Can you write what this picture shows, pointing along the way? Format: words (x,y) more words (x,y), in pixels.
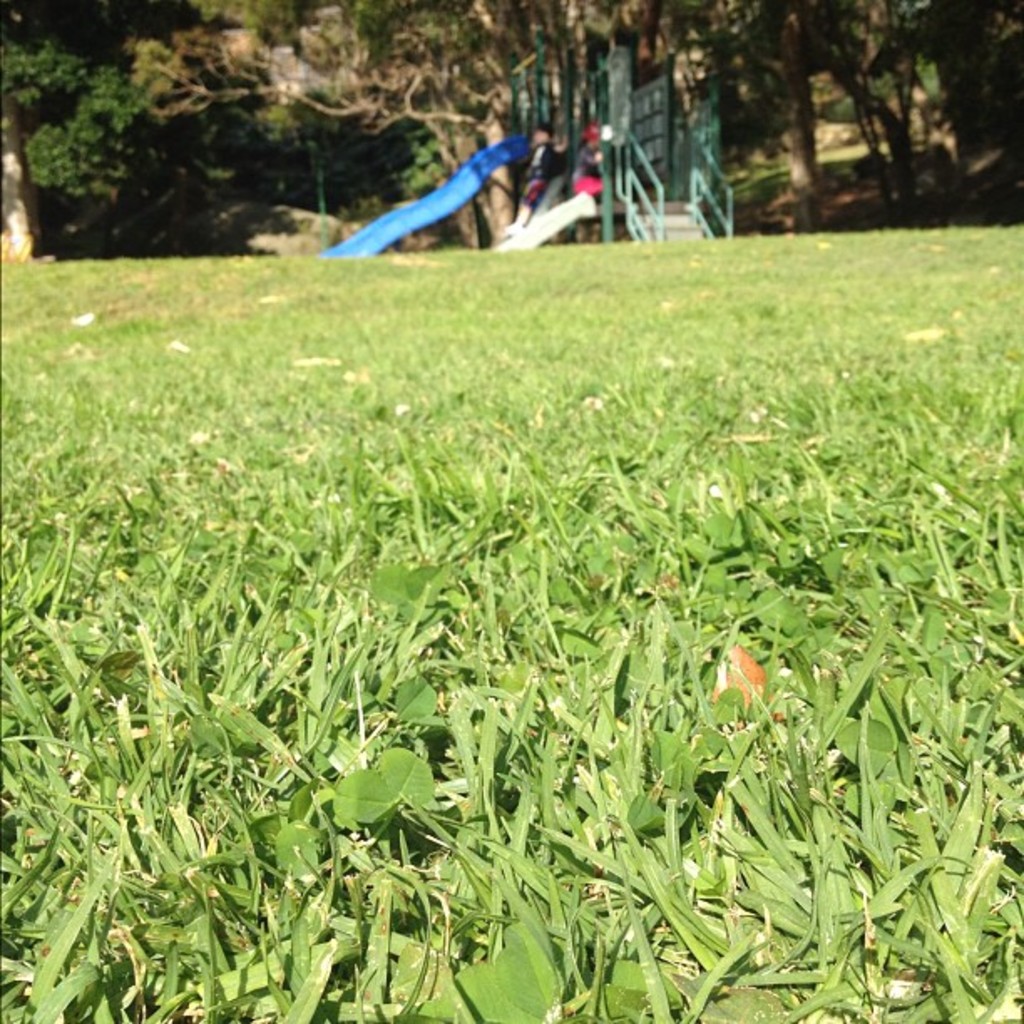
In this image at the bottom (631,721) there is grass (530,721) and leaves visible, at the top (68,123) tree (480,74), children's (536,188) and steps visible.
